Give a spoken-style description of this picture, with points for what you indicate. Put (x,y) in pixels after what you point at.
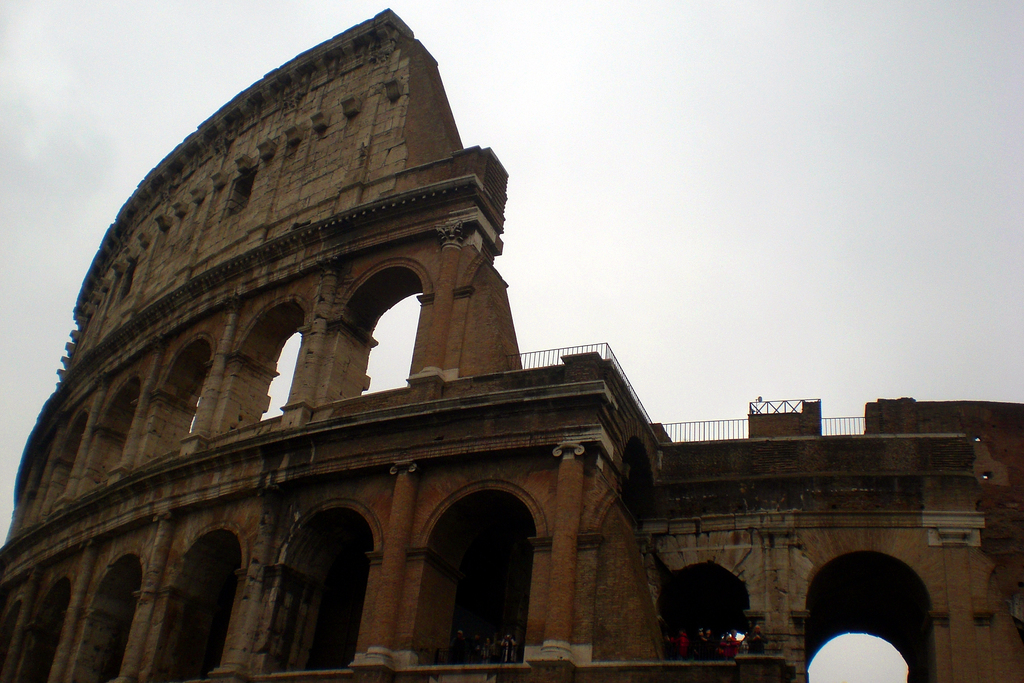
In this picture we can observe a building (335,458) which is in brown color. We can observe railing (716,424). In the background (641,349) there is a sky (610,173).
